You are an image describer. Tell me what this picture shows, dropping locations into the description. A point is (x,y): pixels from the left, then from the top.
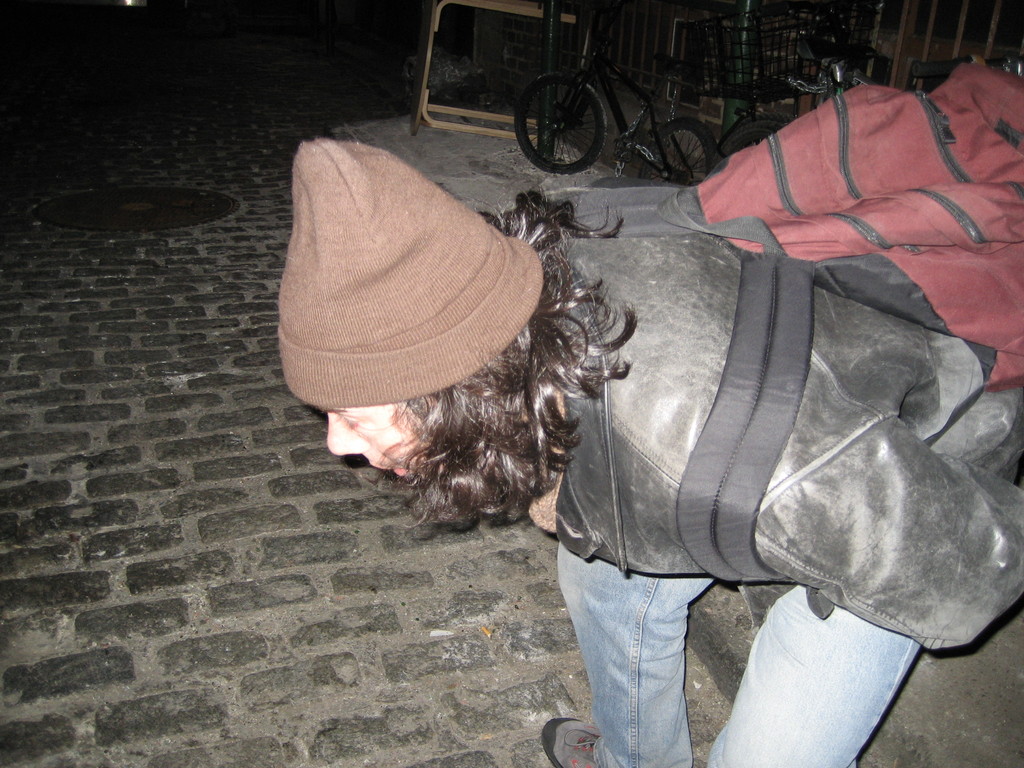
In this image we can see a person (786,765) in a black jacket (1015,412) and in blue jeans (643,583) carrying a red color of bag (824,257). We can also see a brown cap (317,361) on his head (385,410). In the background (690,151) we can see 2 bicycles (862,17).
